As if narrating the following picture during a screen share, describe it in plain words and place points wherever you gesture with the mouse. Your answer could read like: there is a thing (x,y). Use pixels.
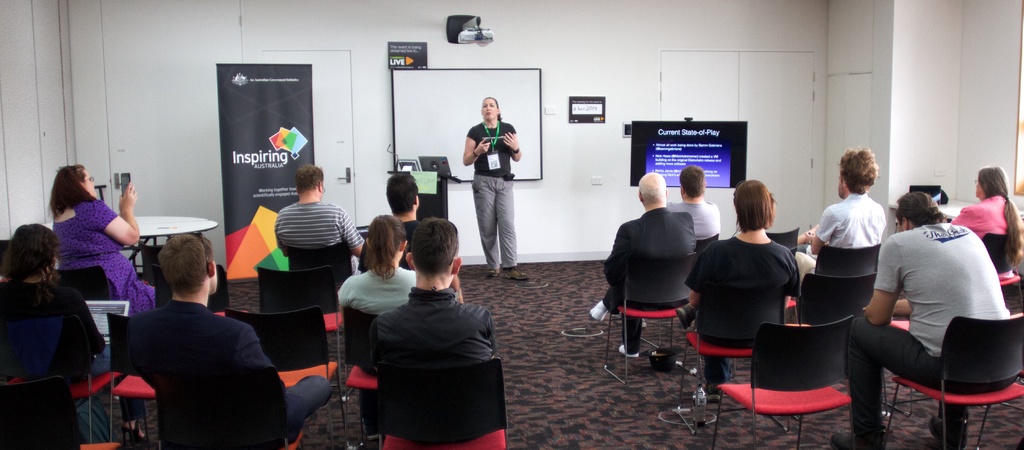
In this image we can see these people (402,263) are sitting on the chairs (683,361). This woman (484,143) standing is teaching. This is the podium (427,208) on which laptop (426,164) is placed. This is the white board (448,85), projector (476,29), monitor (637,141) and banner (279,154).
